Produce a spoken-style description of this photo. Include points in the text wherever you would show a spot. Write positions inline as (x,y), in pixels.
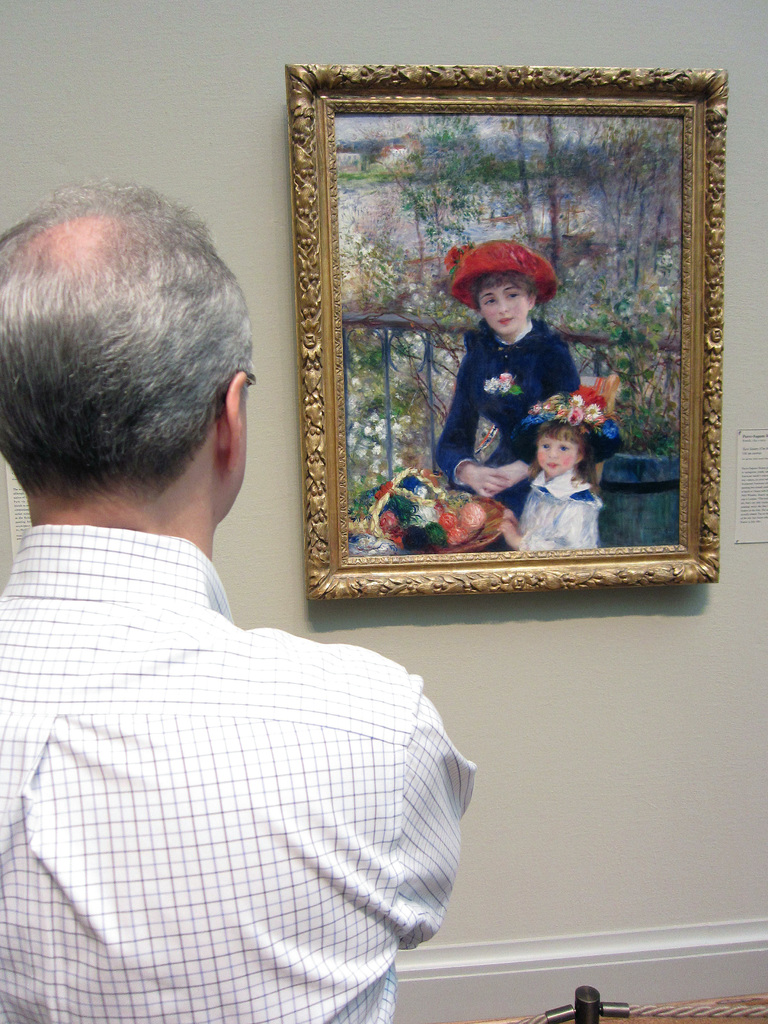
There is a photo frame (453,335) attached to the wall (519,667) and a person (193,672) is standing in front of the photo frame (312,359) and watching the frame (431,344). In the background (545,56) there is a wall (566,724).
